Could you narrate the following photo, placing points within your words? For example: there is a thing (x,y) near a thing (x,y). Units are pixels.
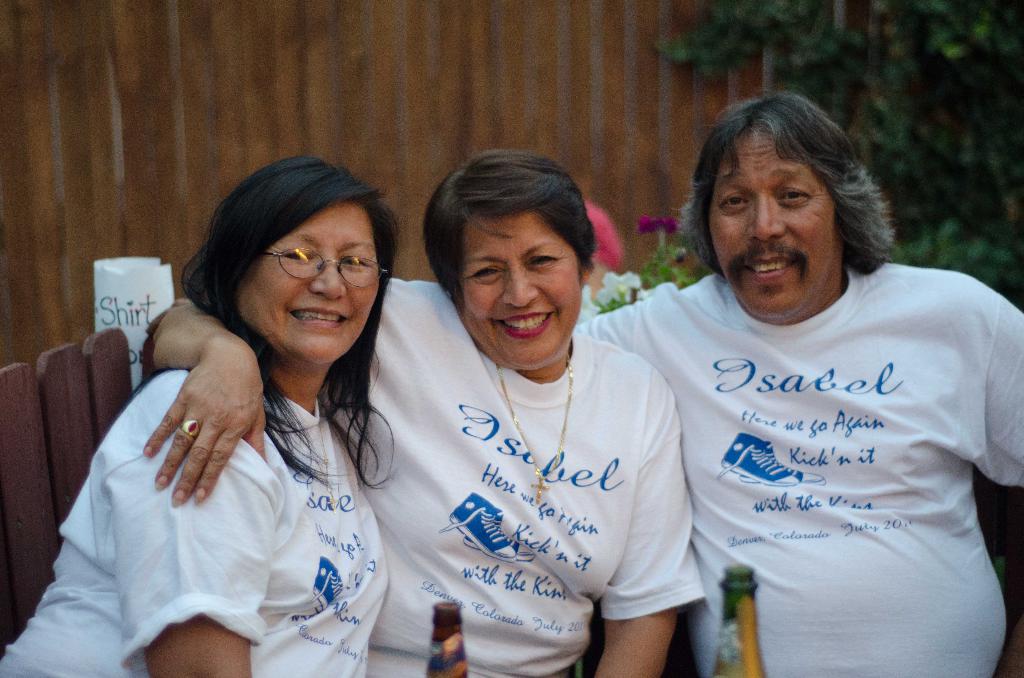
In this image there are three people (741,503) sitting on the wooden bench (85,365) with a smile on their face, in front of them there are two bottles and behind them there is a paper (131,296) rolled with some text (120,301) on it. In the background (552,104) there is a wooden wall (521,103), trees (860,56), plants (870,122) and flowers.
